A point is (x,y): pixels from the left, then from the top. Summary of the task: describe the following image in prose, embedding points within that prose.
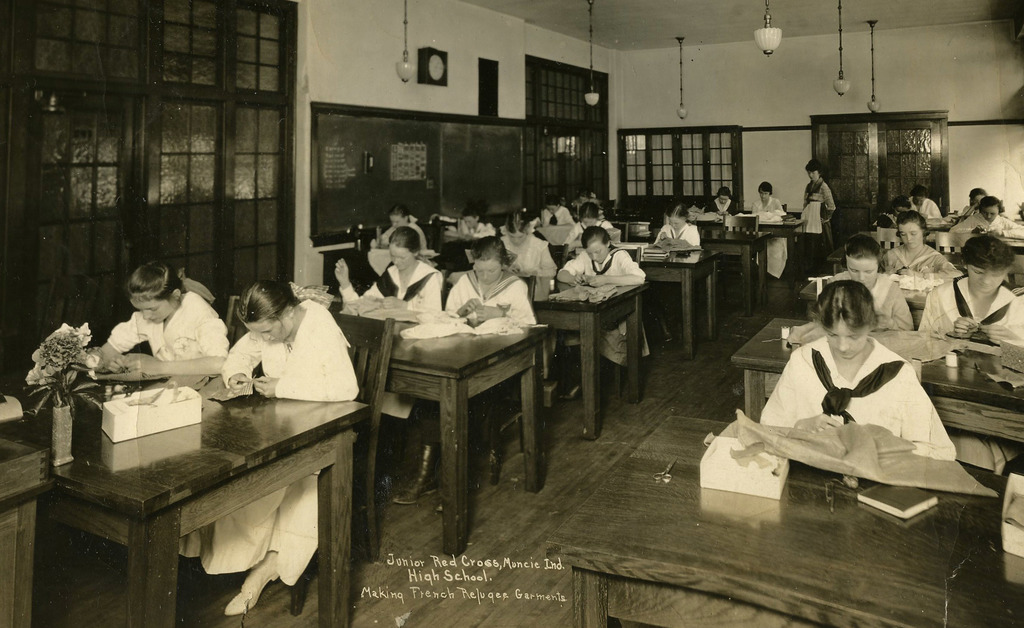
In this image I can see the group of people (615,352) sitting in-front of the table (746,529). On the table (881,535) there is a flower vase (55,365) and the books (874,494). In this room (433,115) there is a board (422,121) attached to the wall (428,87) and the window (679,176).
